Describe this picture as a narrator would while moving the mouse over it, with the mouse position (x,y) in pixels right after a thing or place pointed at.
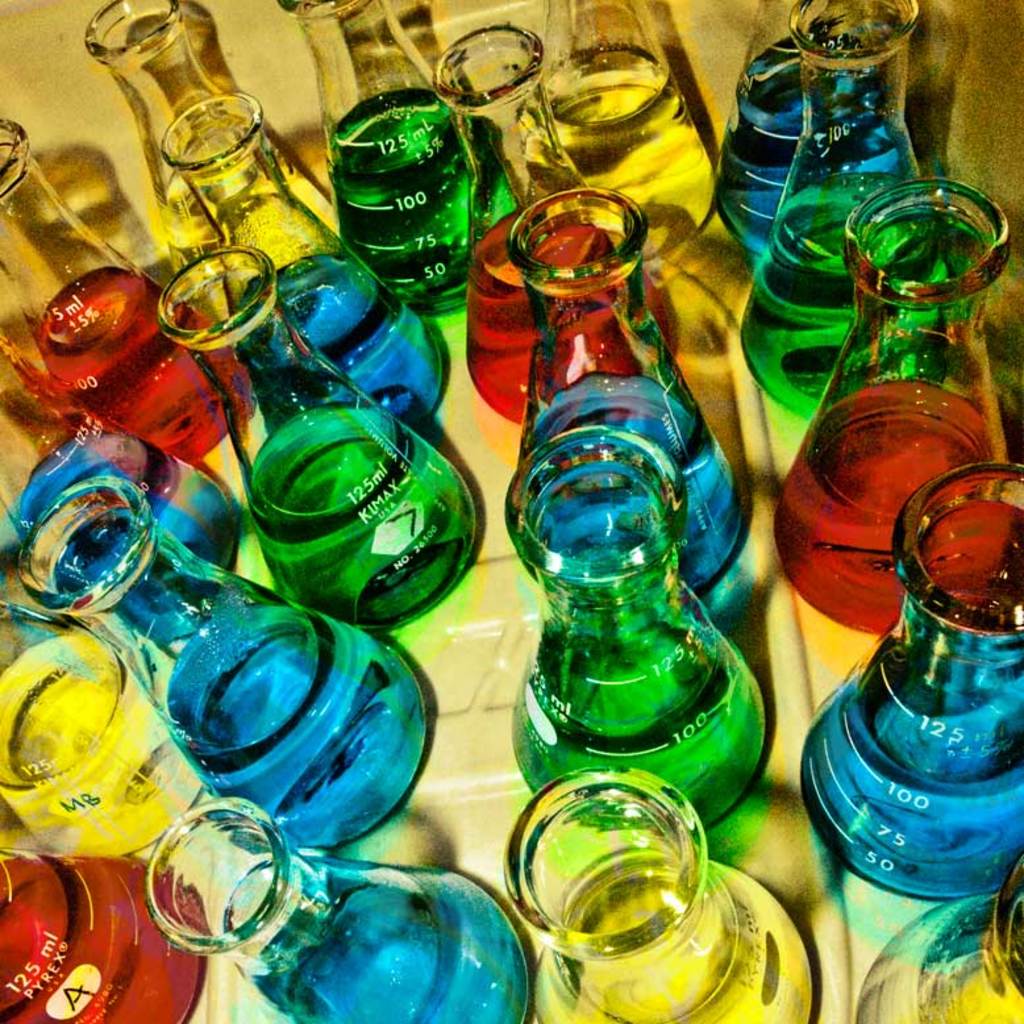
In the image there are many conical flasks (656,702) with different colored liquids (700,759) in them.
